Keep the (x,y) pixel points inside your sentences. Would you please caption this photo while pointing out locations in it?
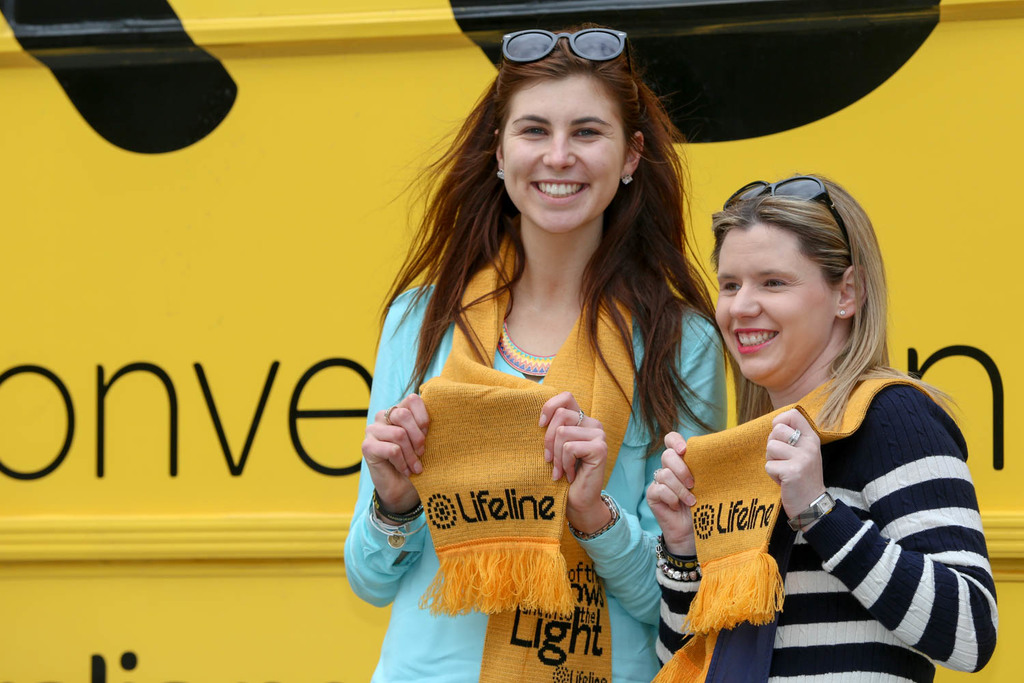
In this image, I can see two women (569,428) standing and smiling. They are holding the scarves (503,452). In the background (230,377), there is a board (165,167).
